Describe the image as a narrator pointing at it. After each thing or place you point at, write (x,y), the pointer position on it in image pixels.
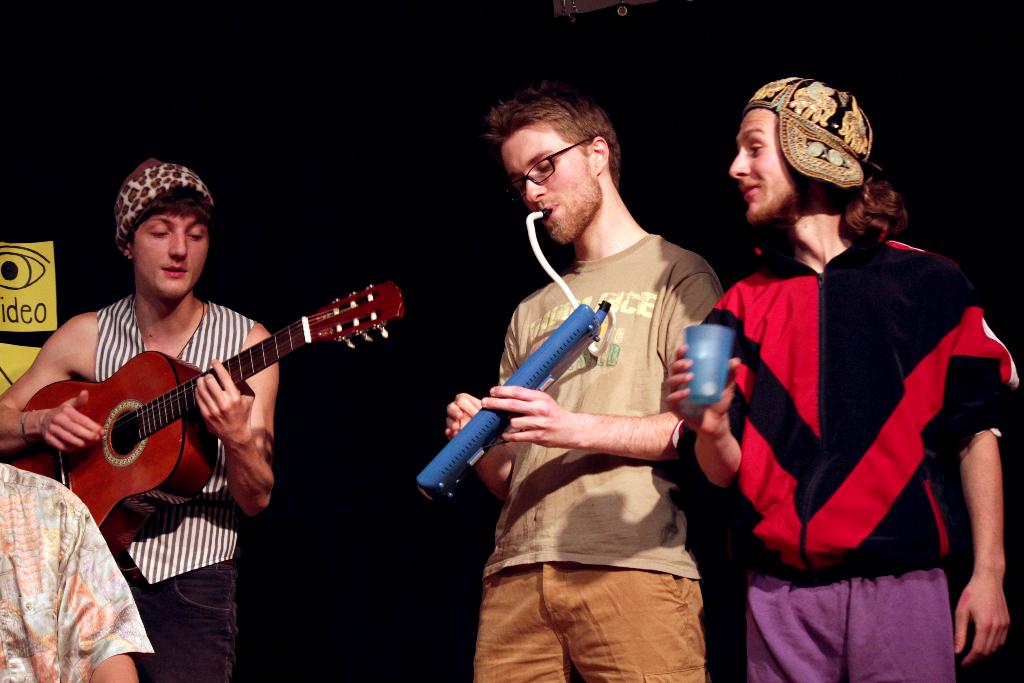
There are 2 men (260,379) here playing musical instrument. On the right (788,389) a person (781,366) is holding glass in his hand (729,426).
